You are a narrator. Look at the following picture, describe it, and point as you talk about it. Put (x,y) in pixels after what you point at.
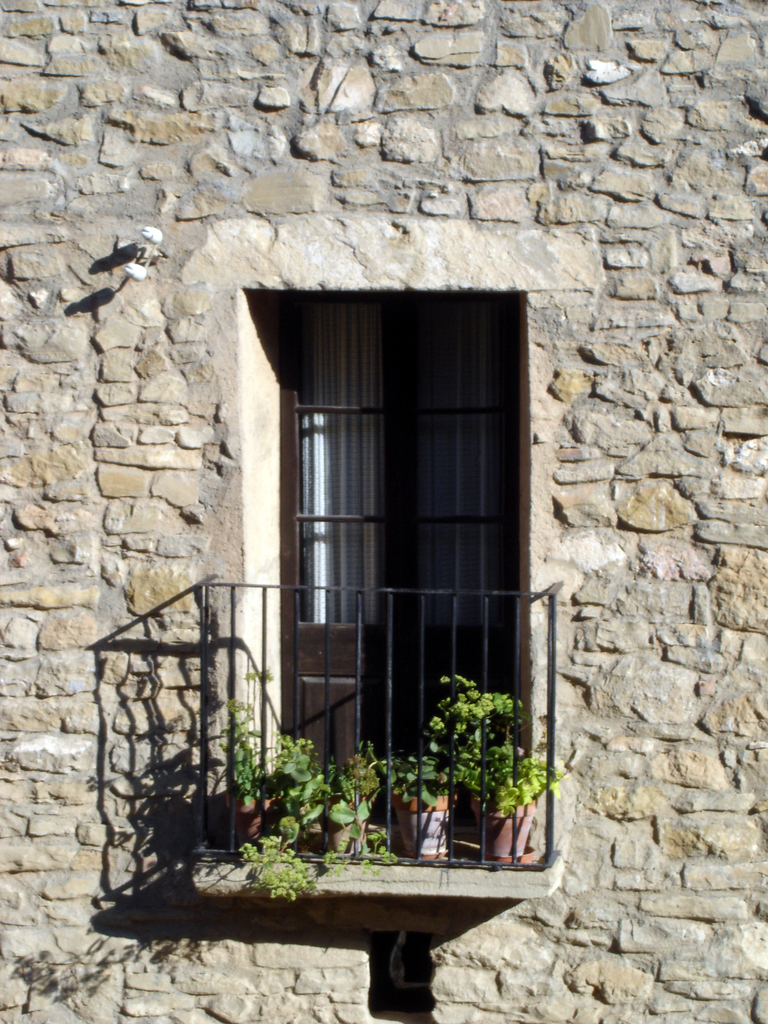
In this image I can see the building (296,94) which is made up of stones (280,239) which is ash, cream and brown in color. I can see the door (408,669) which is brown in color, the curtain (381,462), few flower pots (428,794), few trees (293,841) which are green in color and I can see the black colored railing (454,679).
